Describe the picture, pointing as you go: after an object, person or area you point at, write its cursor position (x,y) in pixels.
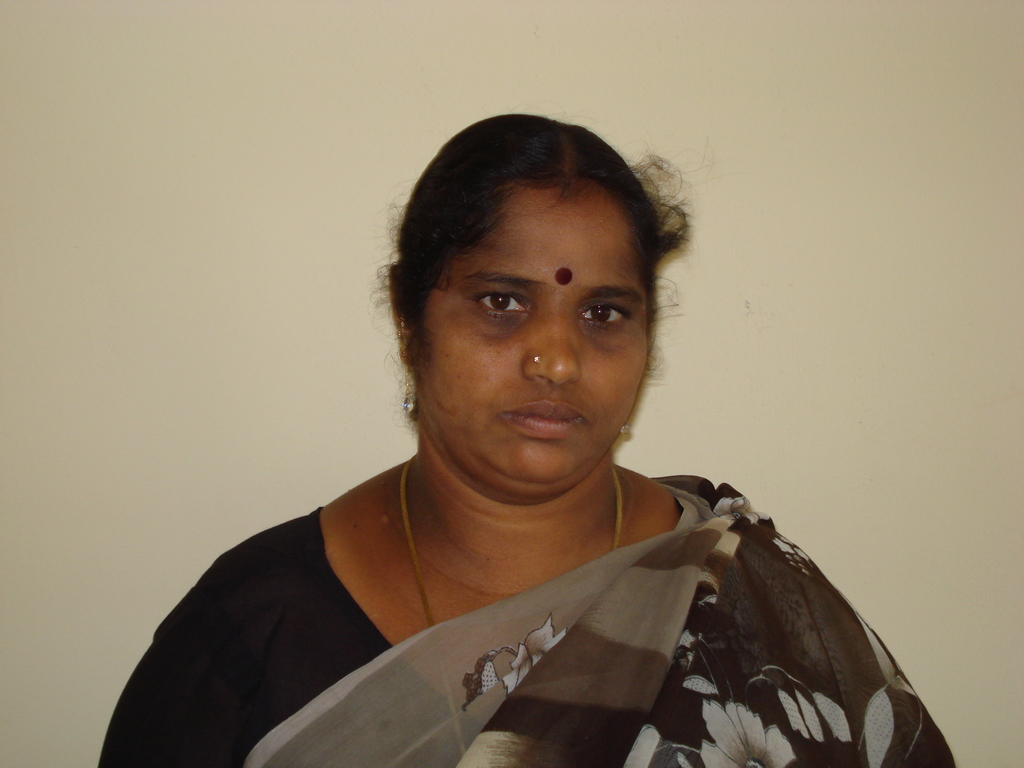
In the center of the image (622,490) there is a lady (618,759) wearing a saree (785,743). In the background of the image (288,98) there is a wall (53,187).
